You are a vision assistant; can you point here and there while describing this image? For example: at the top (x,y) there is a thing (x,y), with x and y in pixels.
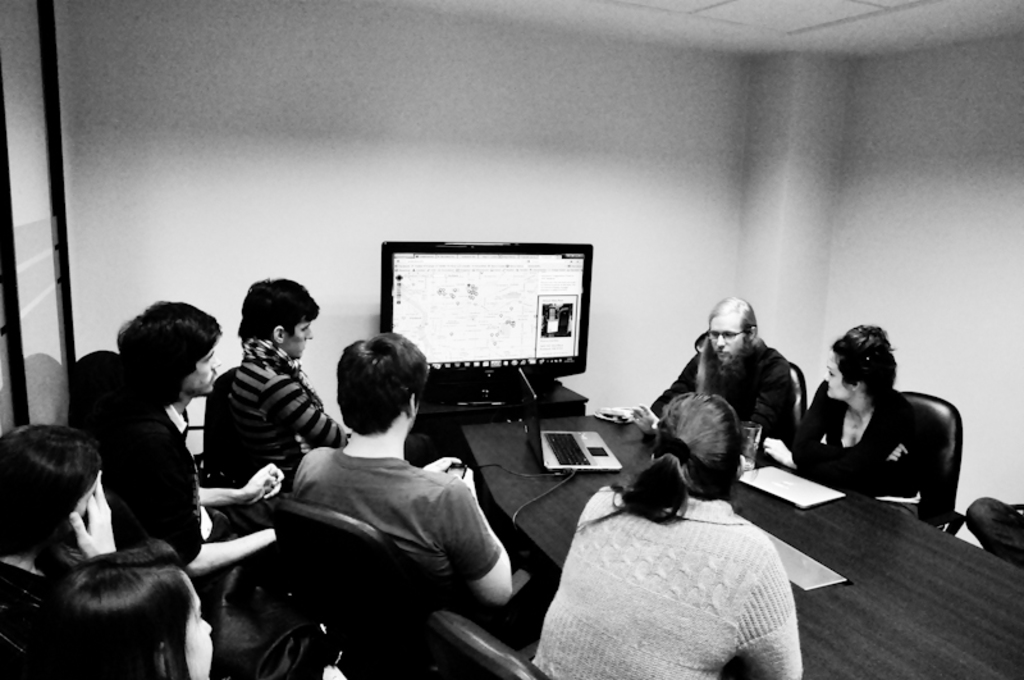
This is a black and white image. In this image, we can see a group of people (334,459) sitting on the chairs (436,673). In the middle of the image (634,418), we can see a desk (906,637) and a person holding a mobile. On top of the desk (857,538), we can see the laptop (583,457), wires (566,478) and some objects (800,484). In the background (541,320), there is a wall (578,384) and television (433,318) on the table (561,411). At the top of the image (722,23), there is a ceiling (672,30).
